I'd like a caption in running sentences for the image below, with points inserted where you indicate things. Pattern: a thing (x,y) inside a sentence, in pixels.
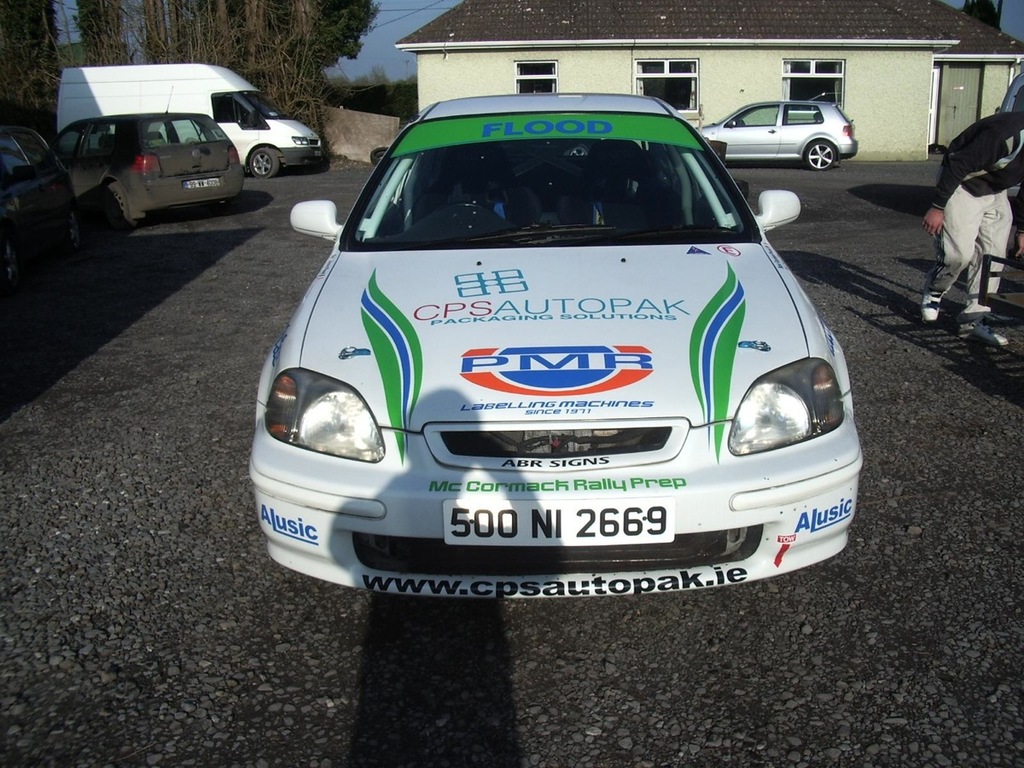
In this picture there are vehicles (443,220) on the road (977,425). At the back (324,129) there is a building (885,94) and there are trees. On the right side of the image (996,129) there is a person (988,148) walking. At the top (392,24) there is sky (380,40) and there are wires (399,8). At the bottom (369,708) there is a road (786,671). In the foreground (467,590) there is a shadow (445,749) of a person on the road (457,632) and on the vehicle (344,549) and there is text (509,463) on the vehicle (440,288).
